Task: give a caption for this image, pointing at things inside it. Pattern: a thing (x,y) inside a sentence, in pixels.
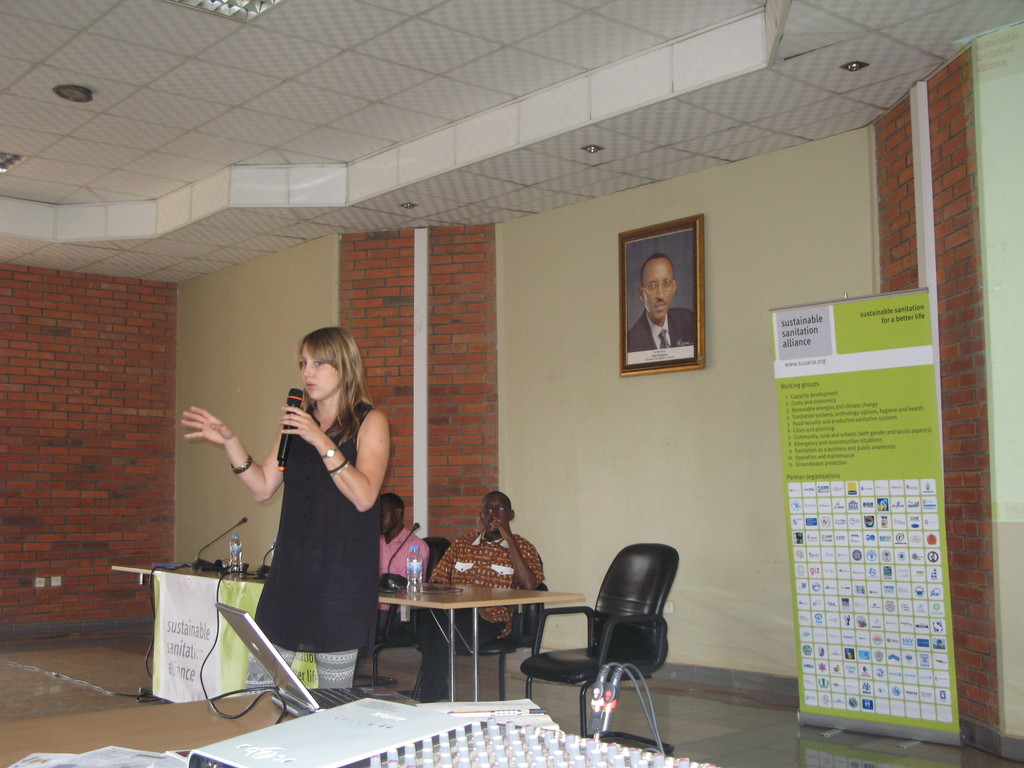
a person (311,531) is standing, holding a microphone (288,443) in her hand (290,415). behind her there are people (381,541) sitting on the chairs (638,606). in front of them there is table (406,587) on which there are microphones (392,578) and bottles (418,592). behind them there is a photo frame (668,370) on the wall (555,452). at the left corner (55,381) there is a brick wall (117,396) and at the right (834,612) there is a banner (876,468).
